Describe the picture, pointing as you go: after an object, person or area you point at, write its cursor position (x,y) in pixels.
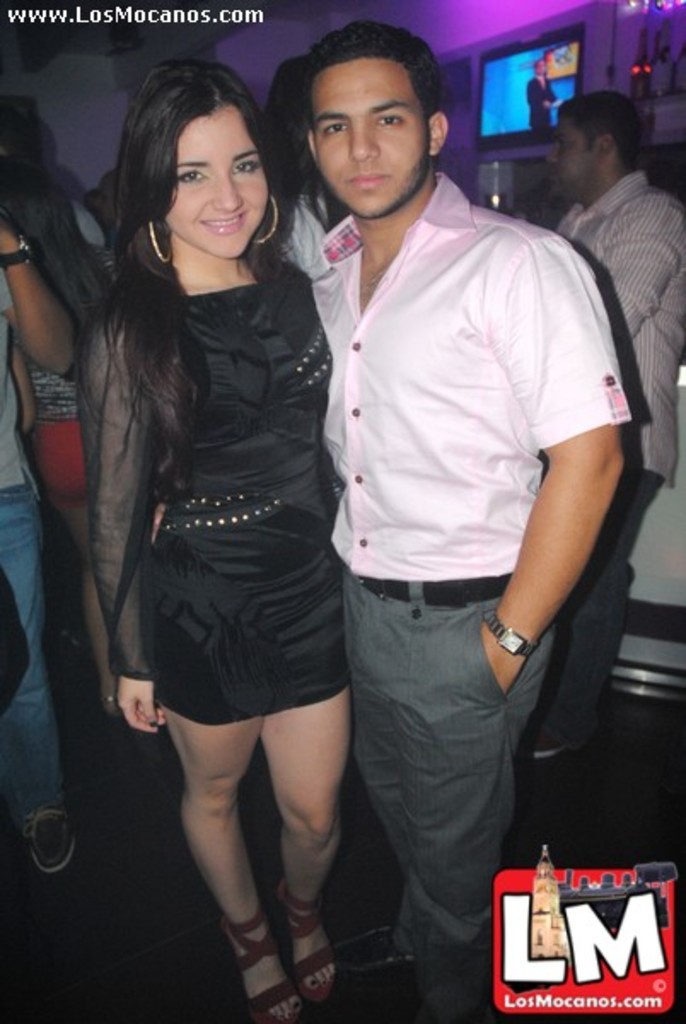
On the bottom right (575,881), there is a watermark (568,916). On the top left (117,15), there is a watermark (138,15). In the middle of this image (312,560), there is a woman (236,244) in a black color dress (235,530), smiling and standing. Beside her, there is a person (378,365) standing. In the background (55,316), there are other persons (41,341), there is a screen (514,104), there are lights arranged and there is a wall (87,133).
